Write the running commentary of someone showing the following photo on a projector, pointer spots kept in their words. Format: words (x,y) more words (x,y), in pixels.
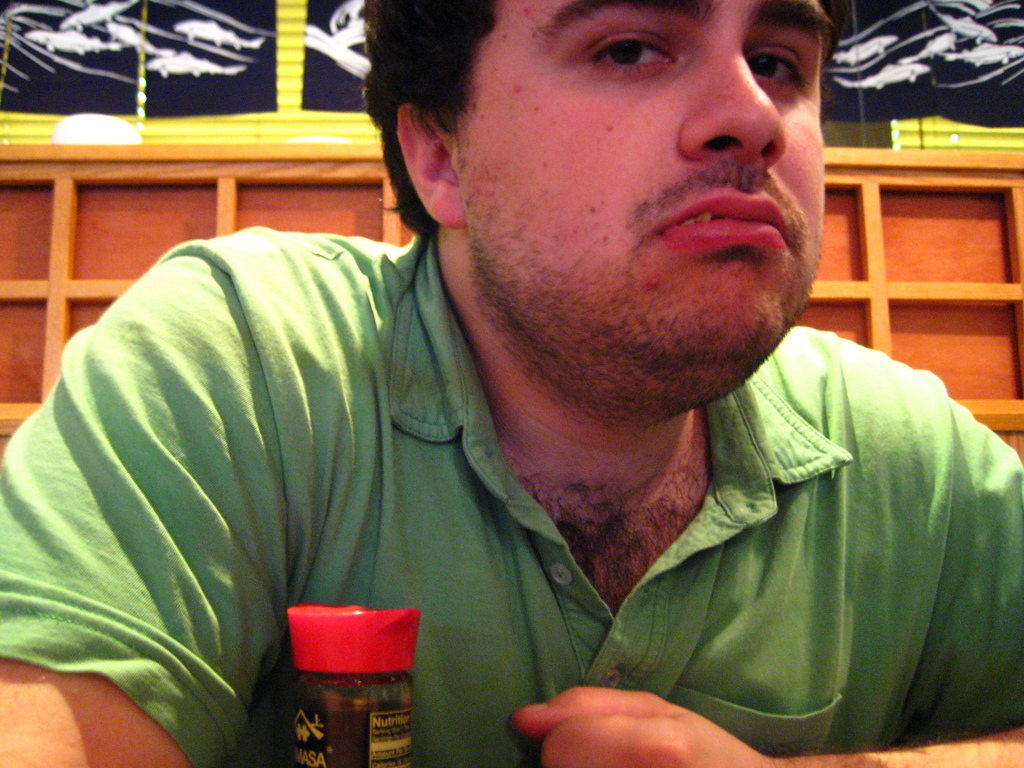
In this image I can see a person (561,534) wearing green colored t shirt (458,496) and an object (364,664) in front of him. In the background (961,299) I can see the wooden surface (90,268) and few other objects (195,83).
